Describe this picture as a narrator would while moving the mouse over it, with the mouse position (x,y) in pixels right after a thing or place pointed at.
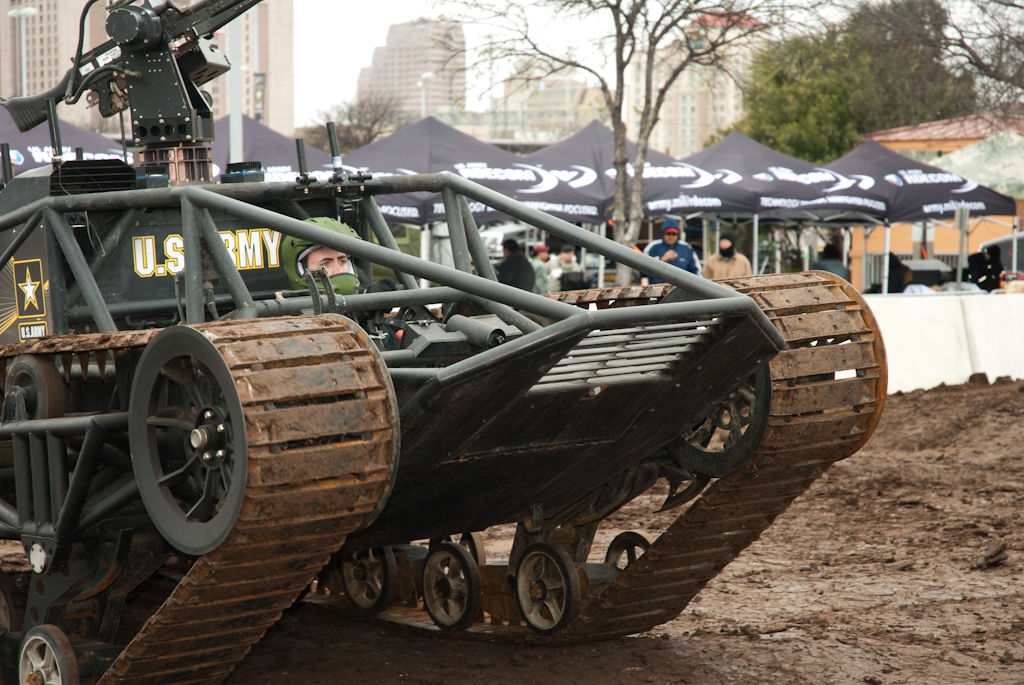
There is a battle tank (309,338). On that a person (313,267) wearing a helmet (299,240) is sitting. On the top of that there is a gun (180,28). In the back (413,142) there are tents (426,140), trees (804,55), buildings (411,36) and sky (476,18). Also some people (691,247) are there.
